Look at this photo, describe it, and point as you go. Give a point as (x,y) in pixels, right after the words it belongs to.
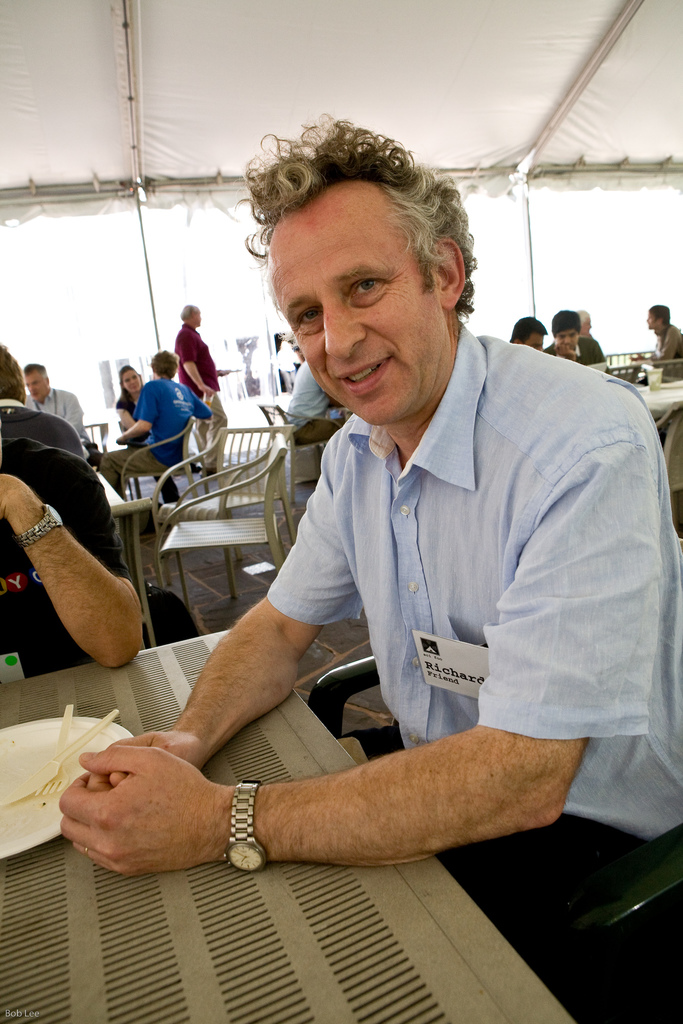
This image consists of a tent (520,8) where there are so many people (358,305) sitting under the tent (10,216). There are tables (156,646) chairs (221,523), men (388,563) and women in this image. There is a person (308,334) sitting on the chair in the middle of the image (332,534). He has a plate (22,739) in front of him on the left side (62,716) it has a knife (35,789) and fork (67,725). This men (308,531) wore blue color shirt (514,501) and black color pant (554,830). He also has a watch (239,805) to his hand (274,799), the person (44,622) who is sitting beside this man (305,560) to the left side (67,473) wore black shirt (89,500) and he also has watch (27,541) to his hand (39,527).
